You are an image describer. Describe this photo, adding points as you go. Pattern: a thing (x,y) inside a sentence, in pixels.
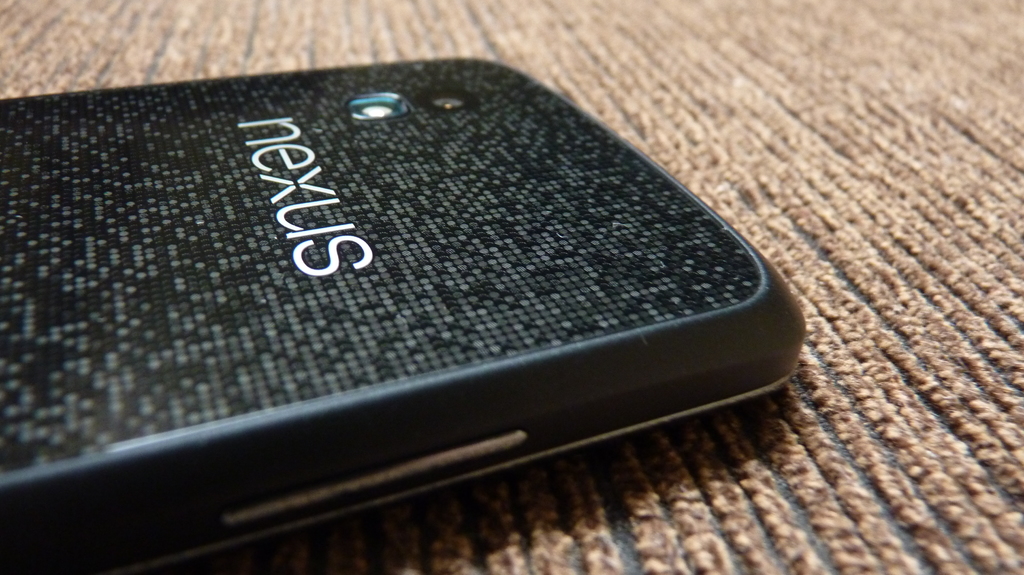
In this image, I can see a mobile phone (527,364), which is placed on the floor (577,539). I can see the name (310,156) and a camera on the mobile phone (497,338). I think these are the buttons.
